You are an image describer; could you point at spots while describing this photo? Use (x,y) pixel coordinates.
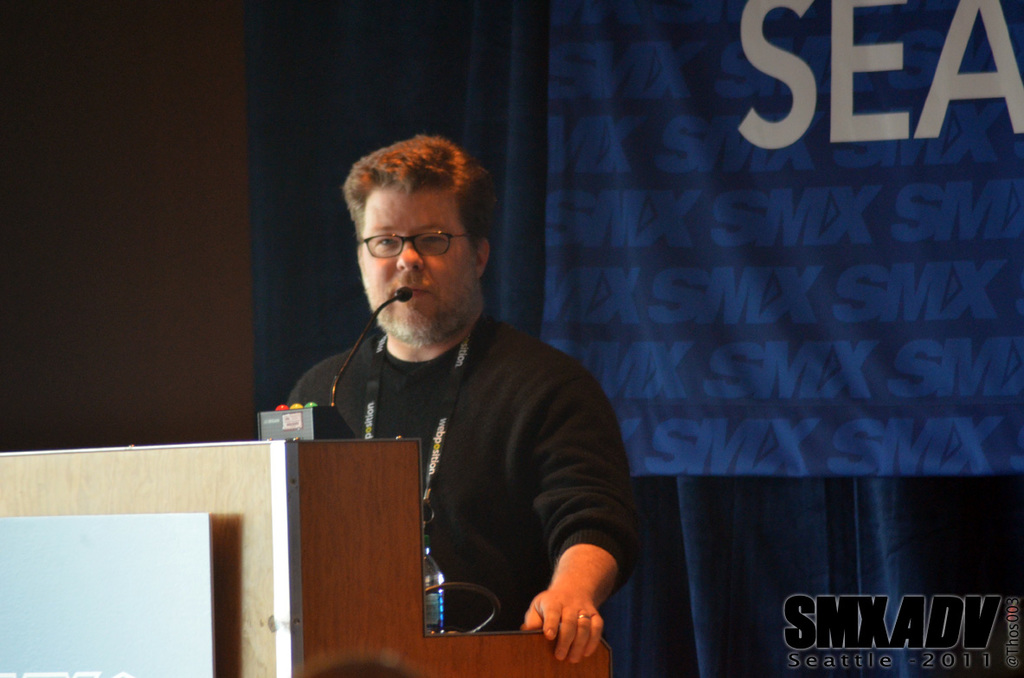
In this image we can see a person (573,484) standing near a speaker's desk (322,524) containing a mic (375,314) and a bottle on it. On the backside (293,362) we can see a curtain (801,504).
